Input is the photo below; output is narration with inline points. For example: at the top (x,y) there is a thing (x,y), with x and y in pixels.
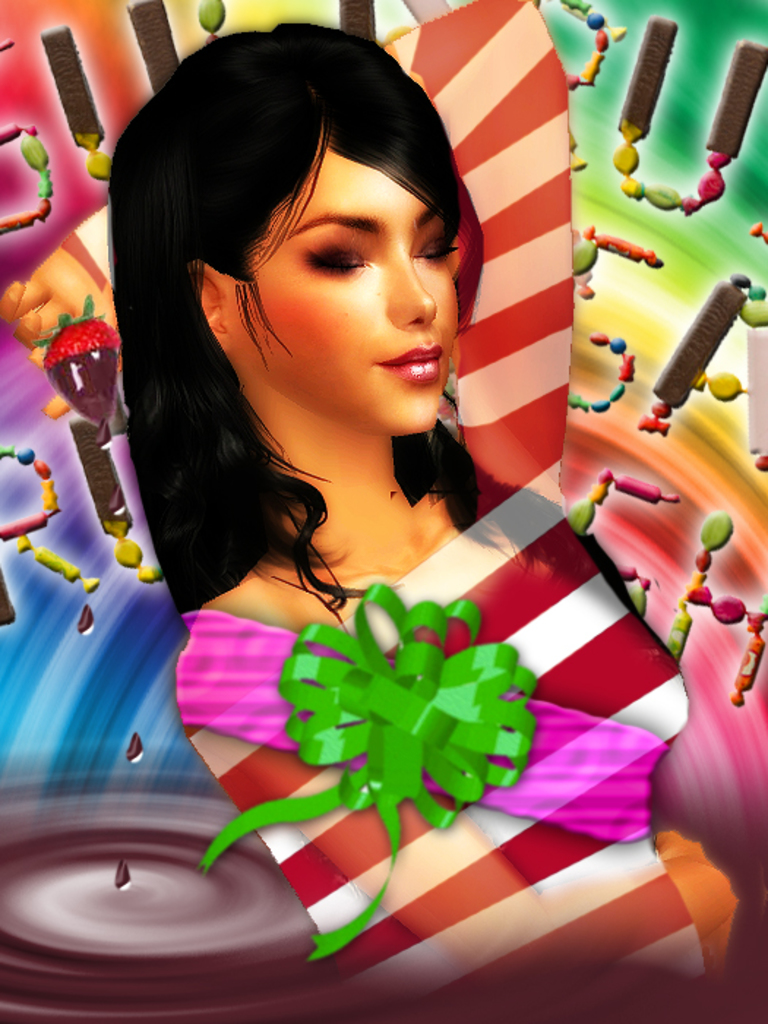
In this picture, we see a cartoon girl (317,409) who is wearing white and red T-shirt (574,858). I think she is sleeping. Behind her, we see some text (44,523) written with chocolates (664,500). In the background (113,653), it is in green, yellow, orange, red, pink, blue and brown color. This might be an edited image.
